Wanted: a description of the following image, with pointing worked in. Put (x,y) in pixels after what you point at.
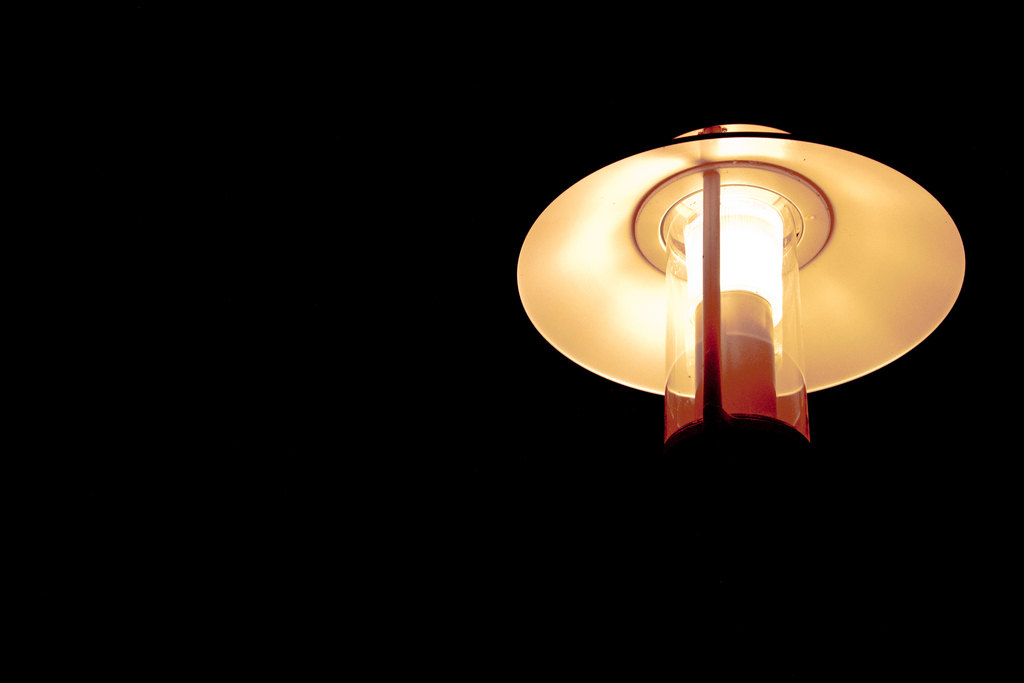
In this image I can see a light lamp (683,239). Background (259,252) is in black color.
